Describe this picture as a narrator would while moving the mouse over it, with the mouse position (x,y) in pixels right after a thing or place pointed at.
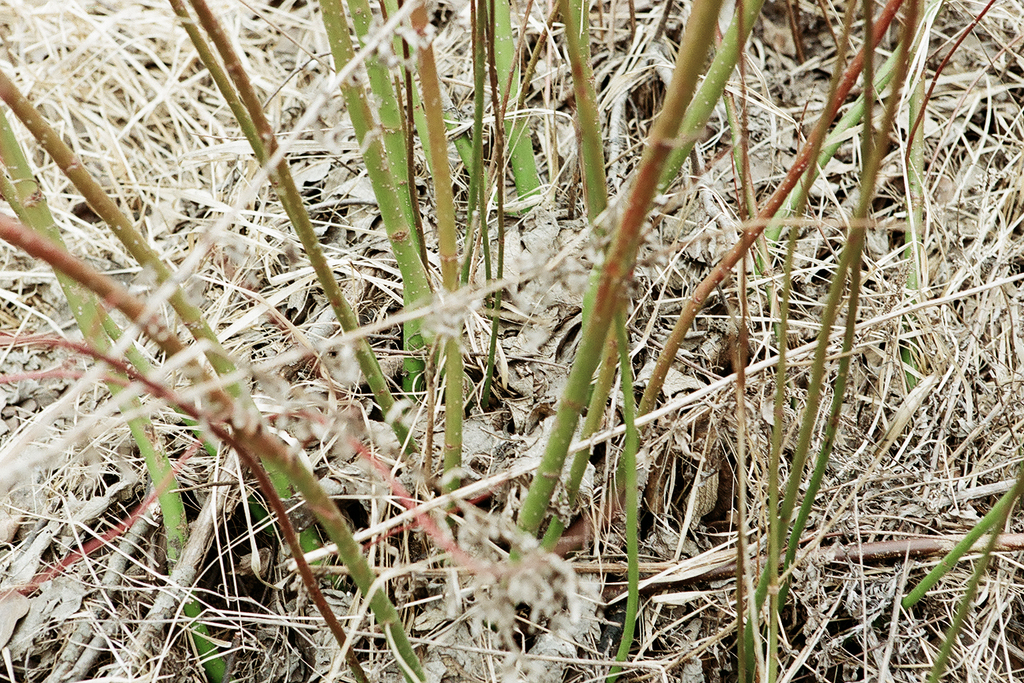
In this image we can see lawn straw (223,140) and there are plants (360,124).
